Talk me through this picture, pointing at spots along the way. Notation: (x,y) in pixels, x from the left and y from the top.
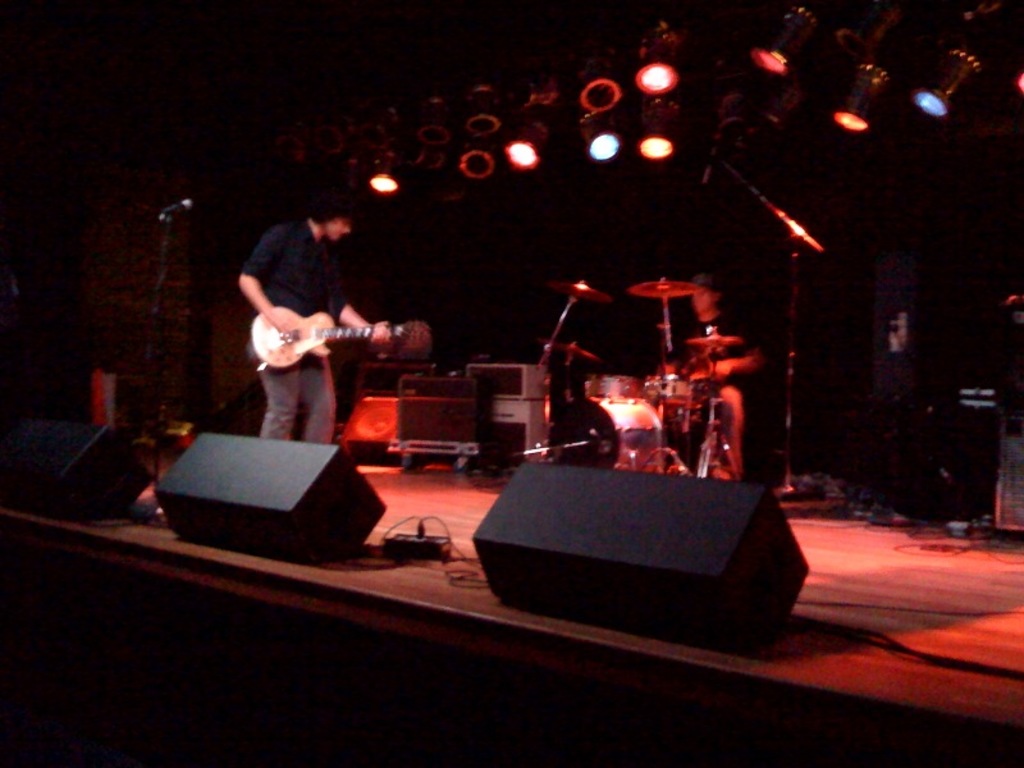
This is the picture on the stage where we have two people (724,384) playing some musical instruments (665,402) and there are some speakers (699,515) and other musical instruments (639,427) on the stage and also some lights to the roof (982,31).
